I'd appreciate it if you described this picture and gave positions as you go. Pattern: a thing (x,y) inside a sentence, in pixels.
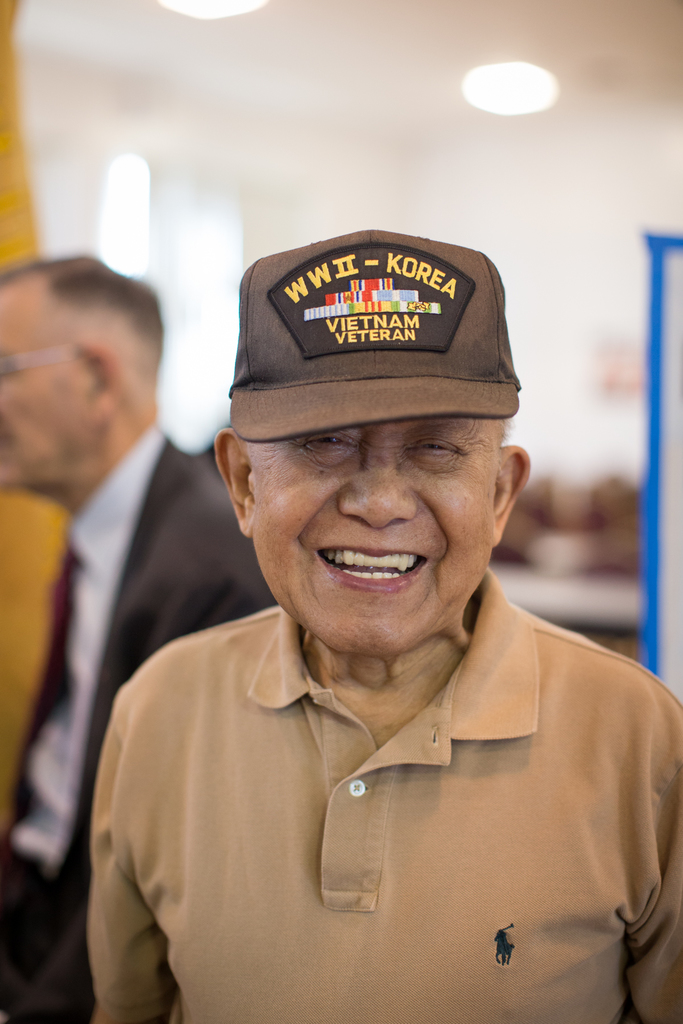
In this picture I can see a man (263,306) smiling, there is another person (58,978), and there is blur background (219,167).
